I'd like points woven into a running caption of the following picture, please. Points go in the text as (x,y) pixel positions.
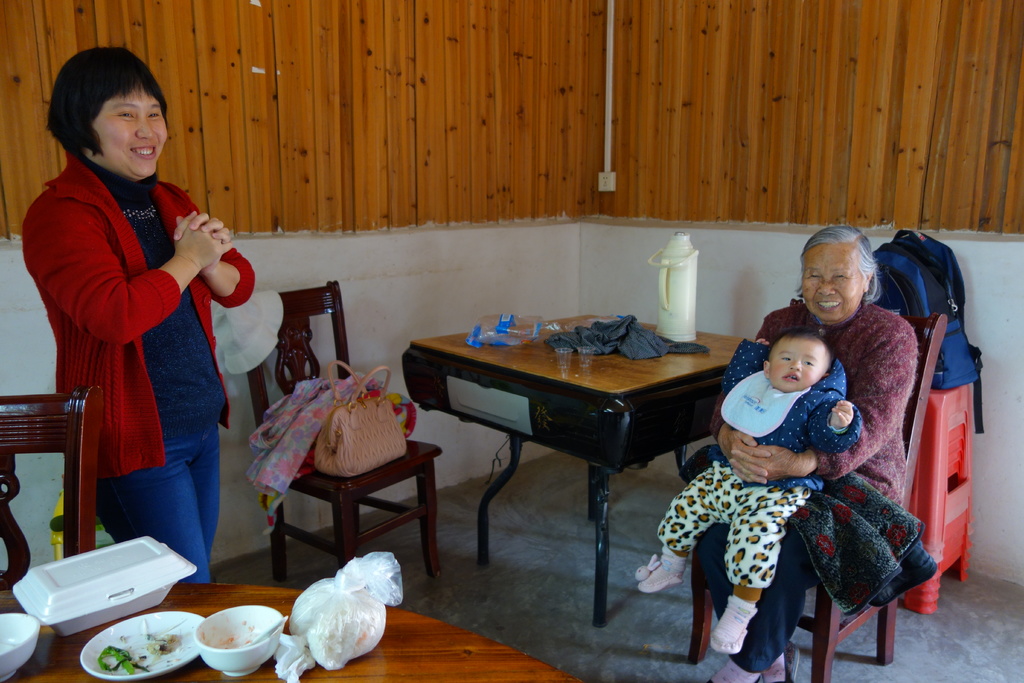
This is the picture in a room (923,103) where we have two tables (355,654) and chairs (373,474) and three people (806,456) and a lady (808,473) holding a small boy (721,508) and sitting on a chair (933,349) and behind them there are some red stools (944,425) on which there is a backpack (953,349) and on the table (653,370) there is a cloth (663,346) and a chair (260,395) and on chair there is a stole (275,430) and a hand bag (356,427).
